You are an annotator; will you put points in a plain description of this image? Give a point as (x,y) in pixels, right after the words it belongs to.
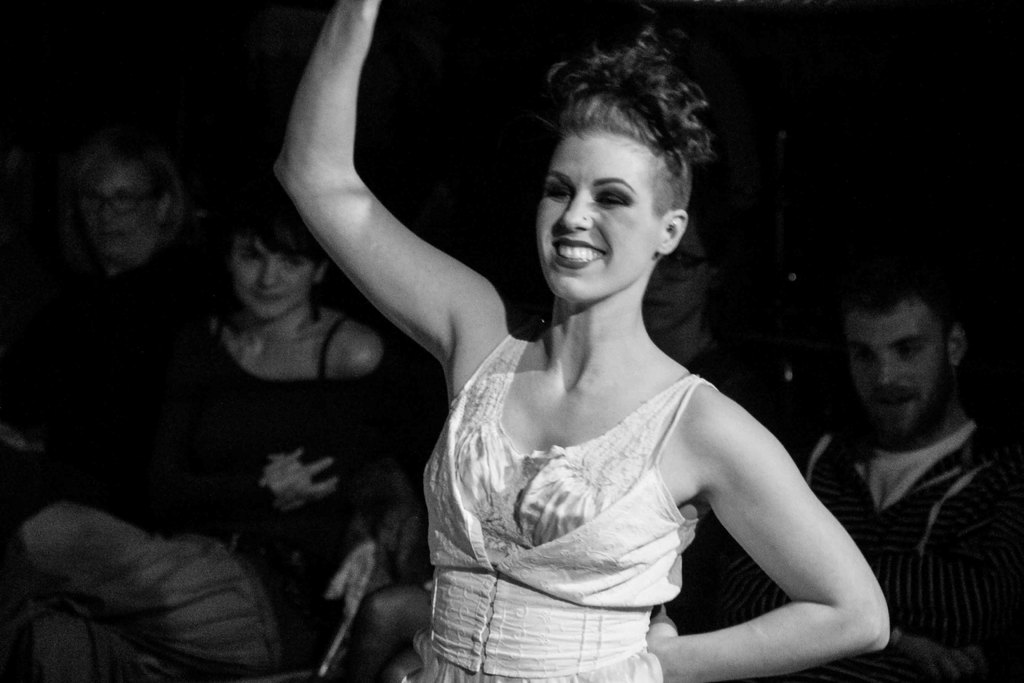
In this image I can see the group of people (447,347) with dresses (478,515). I can see one person (103,237) with the specs (103,204). And this is a black and white image.
